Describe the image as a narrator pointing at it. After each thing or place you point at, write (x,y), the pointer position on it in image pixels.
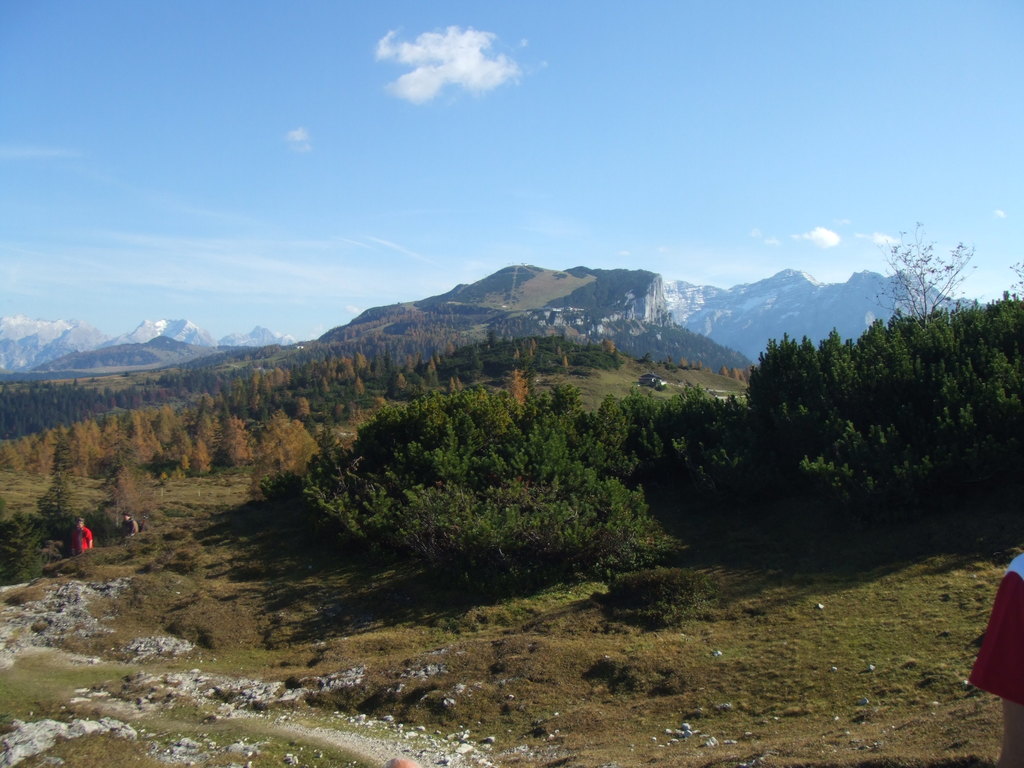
Here we can see two persons (1005,630) and there are trees (693,410). This is grass (693,376) and there is a building (663,380). In the background (219,334) we can see mountain (727,312) and sky (636,217) with clouds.
